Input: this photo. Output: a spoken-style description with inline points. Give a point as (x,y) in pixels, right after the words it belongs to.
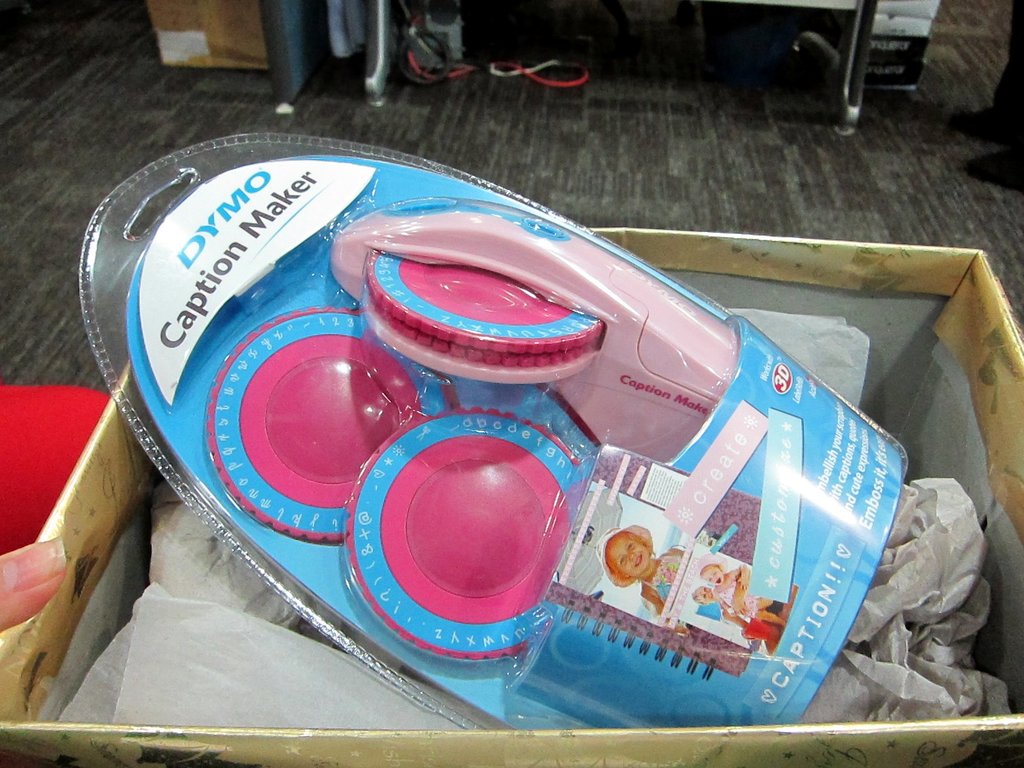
In this image I see a thing (252,216) over here which is of blue and pink in color and I see something is written over here and I see pictures (734,577) of children (726,575) and this thing (655,365) is in the box (783,239) and I see few white papers (248,607) and I see a person's finger (61,559) over here and I see the floor (674,139) and I see another person's legs (972,135) over here and I see few things (434,58) over here.
